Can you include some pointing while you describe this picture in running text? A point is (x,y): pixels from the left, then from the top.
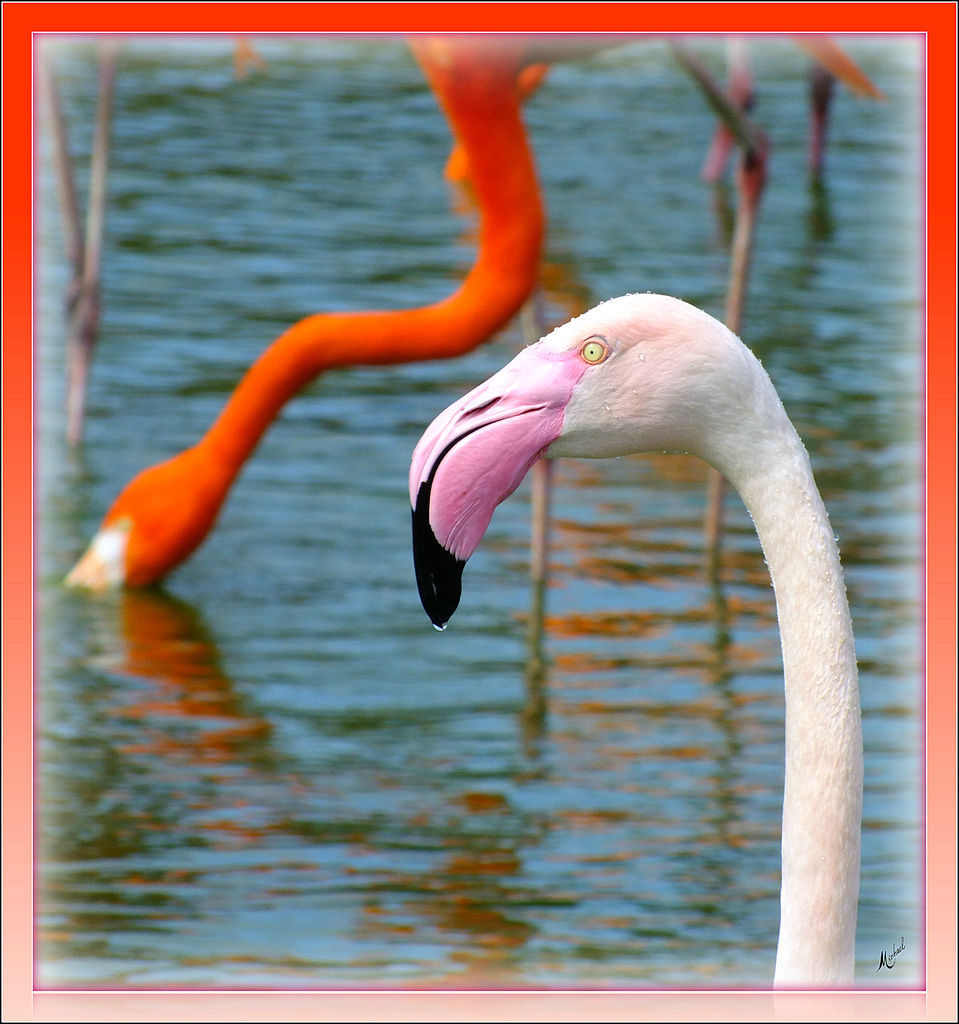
In this image there are few birds (538,553) in water (308,619). Front side there is a white colour bird (809,713) having pink colour beak (500,455).
